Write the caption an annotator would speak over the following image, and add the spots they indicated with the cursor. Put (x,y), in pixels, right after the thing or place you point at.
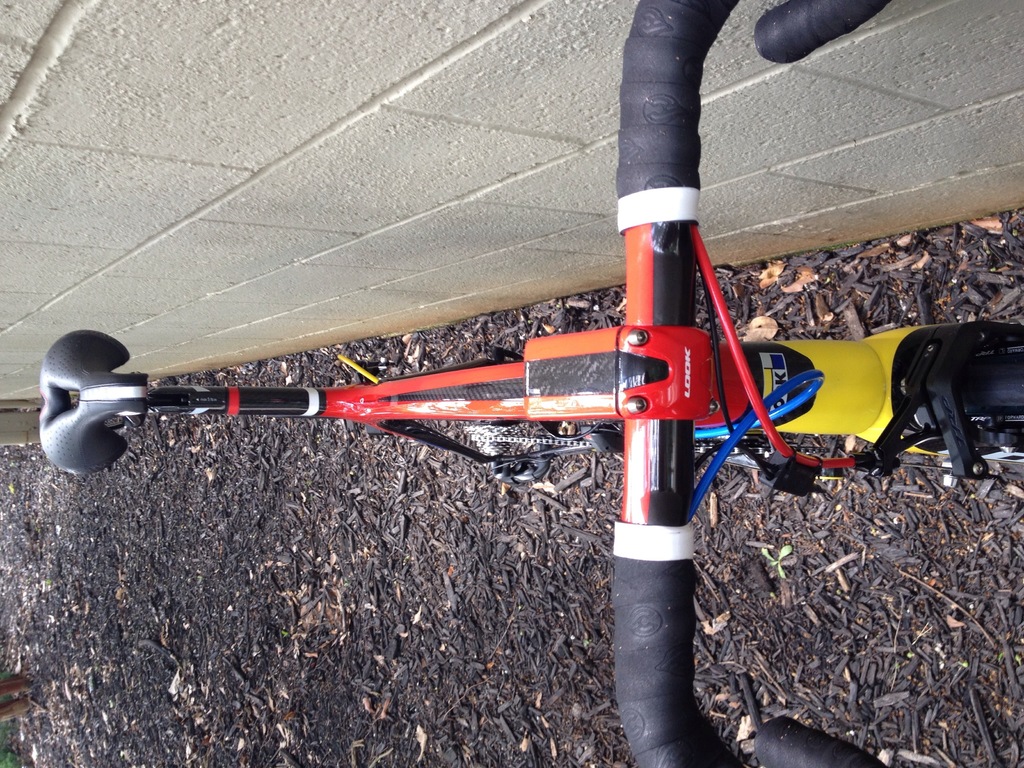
In this image I can see a bicycle (572,361) which is in red, black and yellow color. I can see a white color wall (262,116) and few black color sticks (500,614) on the ground (406,629).
